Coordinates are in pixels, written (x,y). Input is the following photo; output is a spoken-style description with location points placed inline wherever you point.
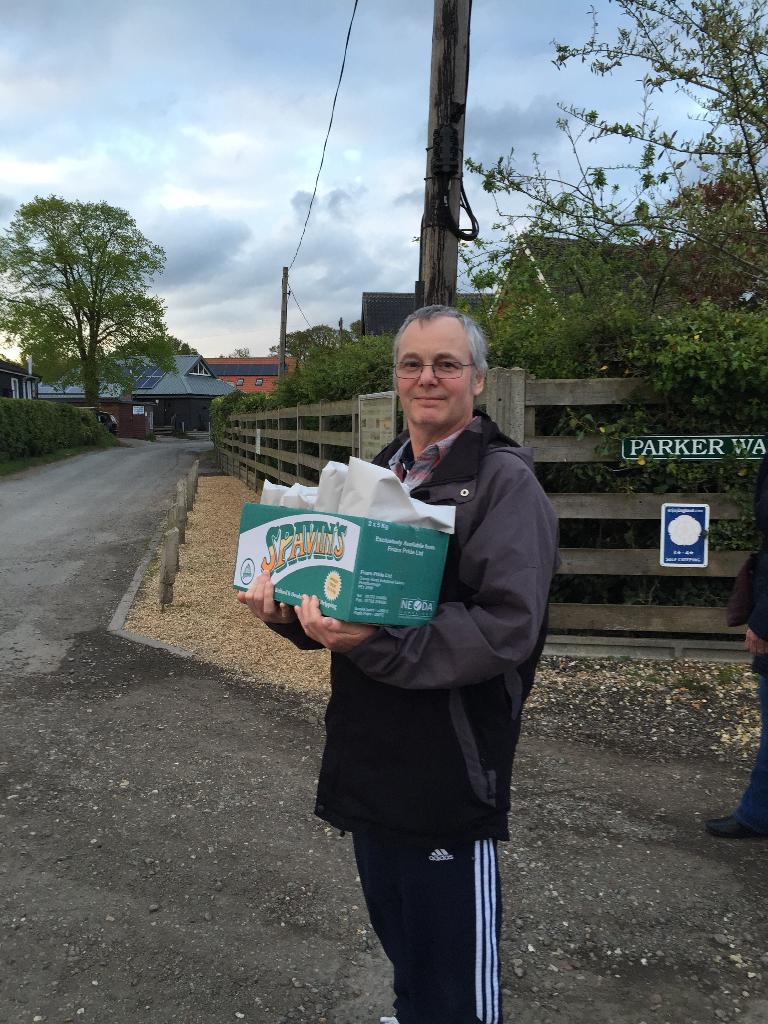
In this image there is a road (162,793), on that road (136,454) there is a man (453,643) standing, holding a box (353,520) in his hand (336,621), in the background (277,451) there is wooden fencing (497,403) trees (334,383), houses (124,417), poles (427,228) and the sky (312,101).
